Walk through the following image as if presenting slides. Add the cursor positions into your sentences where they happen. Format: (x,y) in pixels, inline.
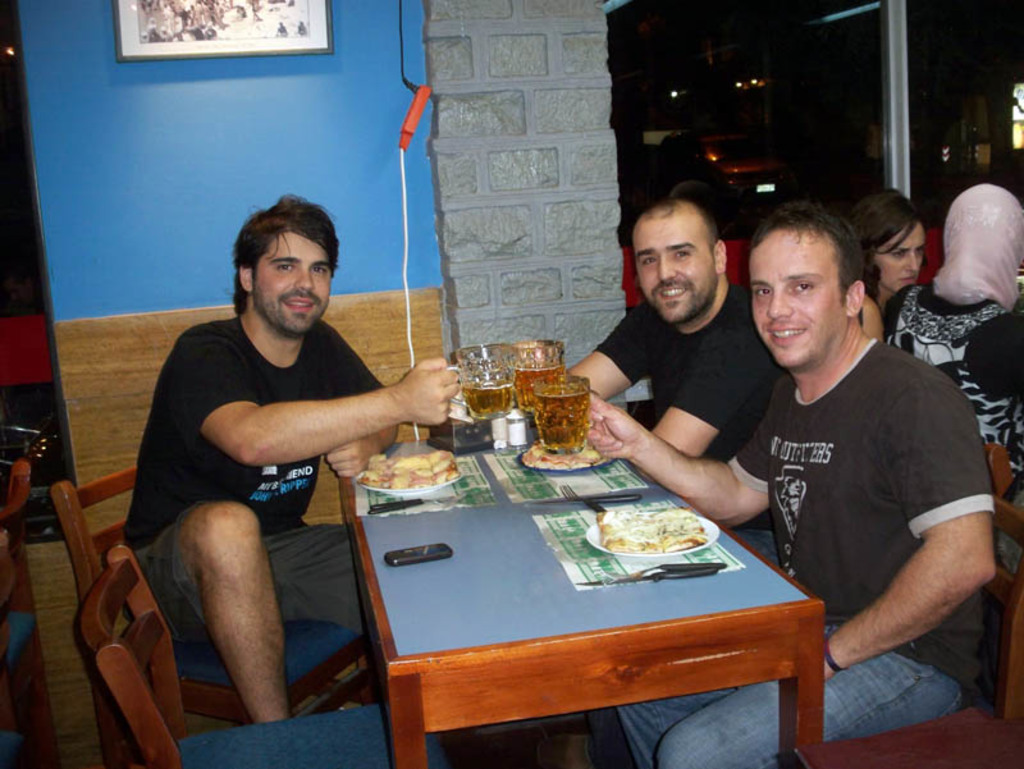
There are three person (807,363) sitting on chairs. They are holding glasses (559,434). In front of them there are tables (493,595). On the table (484,623) there are plates (408,488), food items (427,484), mobile (441,545) and knives (640,570). In the background (246,129) there is a wall (302,117) and photo frame (305,43).
